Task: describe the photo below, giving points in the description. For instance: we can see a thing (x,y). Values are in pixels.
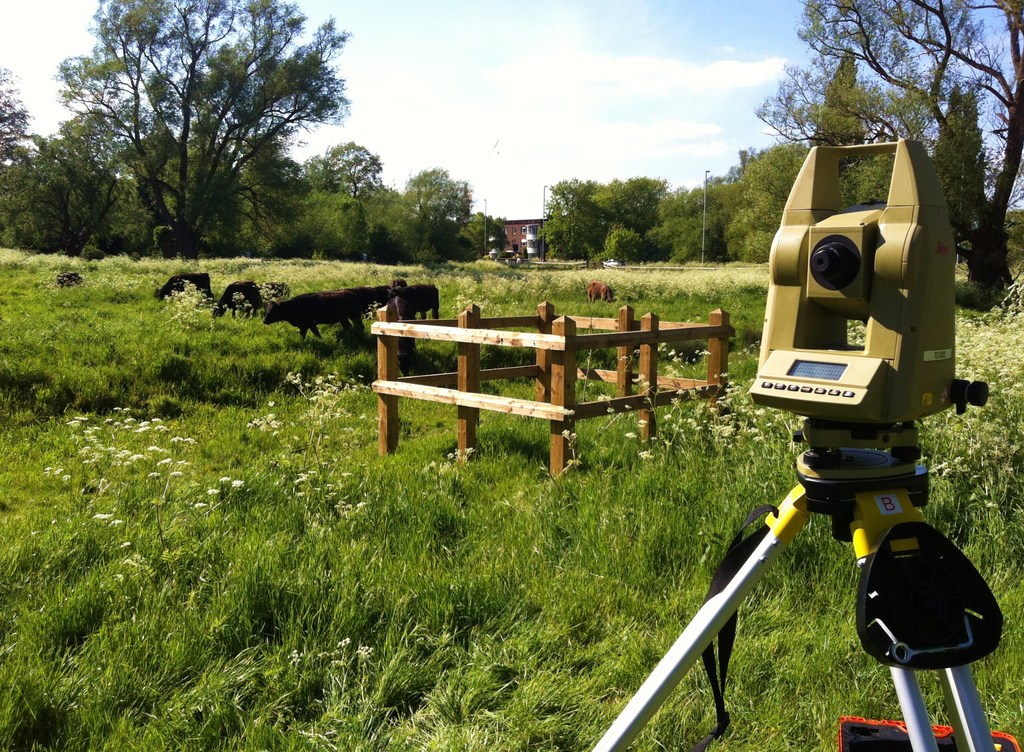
In this picture we can observe a camera tool (857,380) used by the civil engineer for surveying which fixed to the tripod stand (881,543). There is a wooden railing (674,396). We can observe some grass (185,475) and animals (282,317) on the ground (228,389). In the background (226,180) there are trees (401,213) and a sky (566,93) with some clouds (590,85).
